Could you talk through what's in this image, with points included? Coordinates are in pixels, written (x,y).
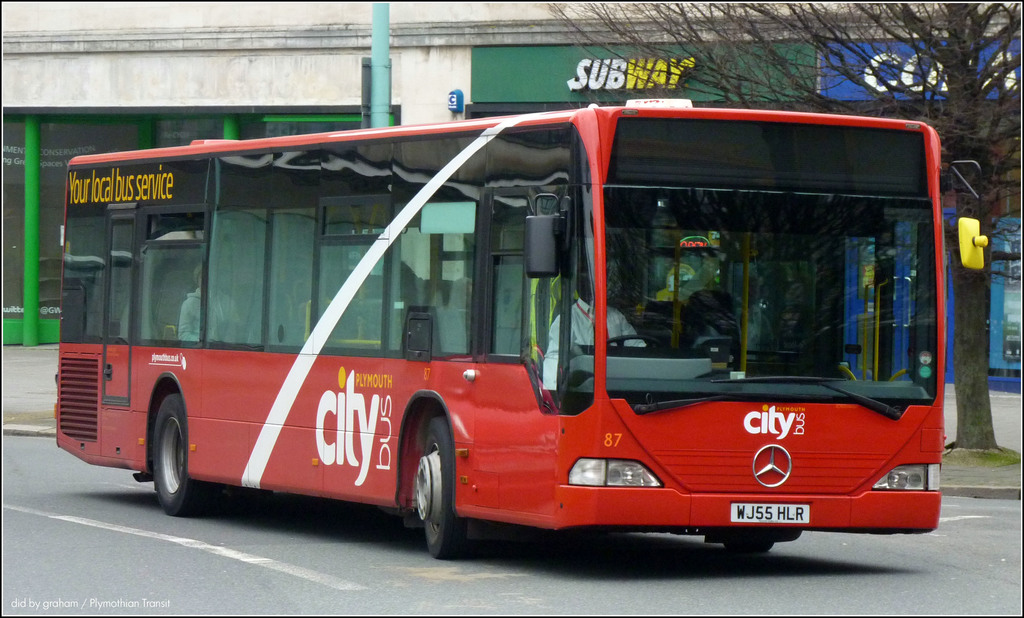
In this image I can see the road (131,563), a bus (244,403) which is red, white and black in color on the road (136,550) and few persons (554,340) in the bus (507,317). In the background (389,15) I can see a building (289,54), few poles (381,32), few boards (753,89) and a tree (770,91).
